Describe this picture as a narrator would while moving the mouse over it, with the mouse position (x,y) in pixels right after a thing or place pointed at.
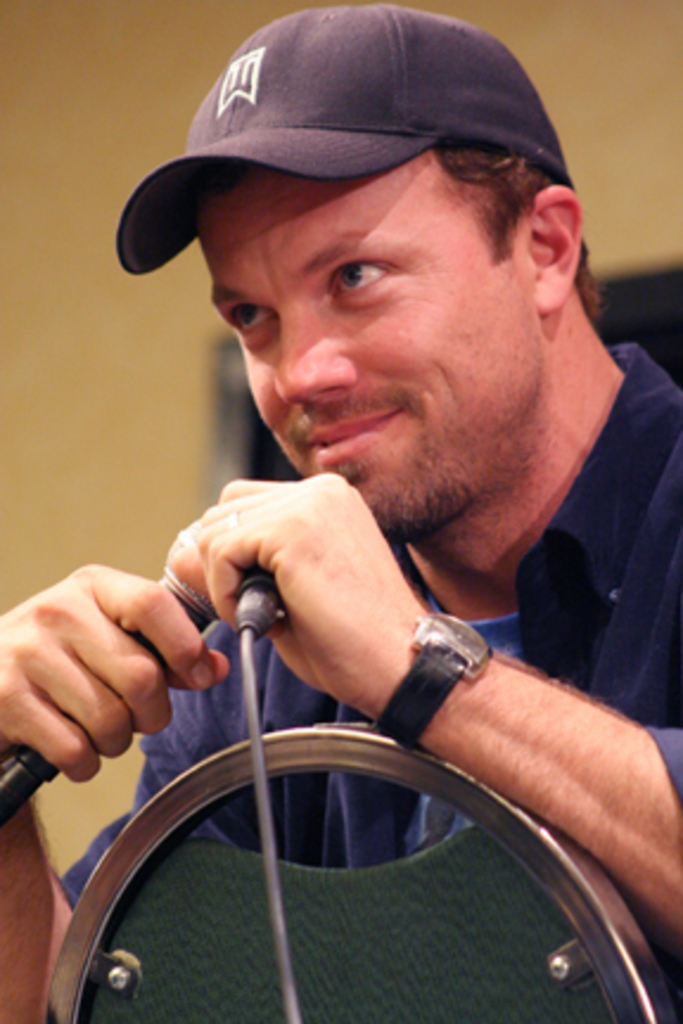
In this image a person (453,537) is sitting wearing a cap (326,104), blue shirt (530,638). He is holding a mic (153,645). He is wearing a watch (430,685). In the background (655,143) there is a yellow wall (214,45).
